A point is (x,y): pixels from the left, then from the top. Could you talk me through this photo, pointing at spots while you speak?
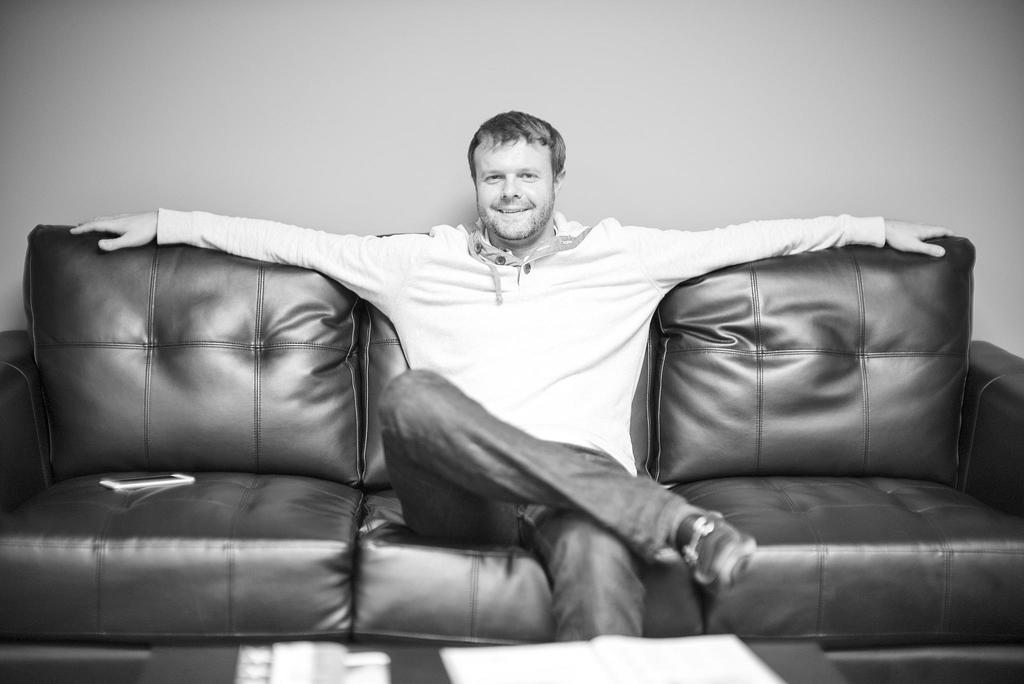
There is a person (513,196) sitting on a sofa (361,476) and he is smiling.
